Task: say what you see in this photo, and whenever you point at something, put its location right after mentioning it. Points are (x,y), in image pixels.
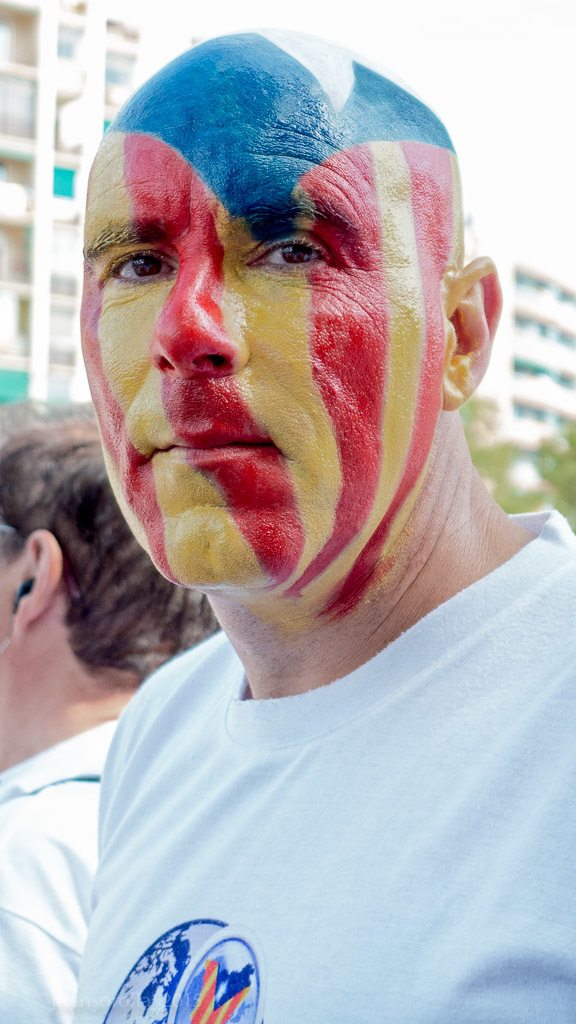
In the foreground of the picture (288,403) there is a person (432,471) wearing a white t-shirt (334,727) and having face (233,343) painted, behind him there is a person (71,712). The background (50,74) is blurred. In the background (71,154) there are buildings (514,411) and trees (505,455).
